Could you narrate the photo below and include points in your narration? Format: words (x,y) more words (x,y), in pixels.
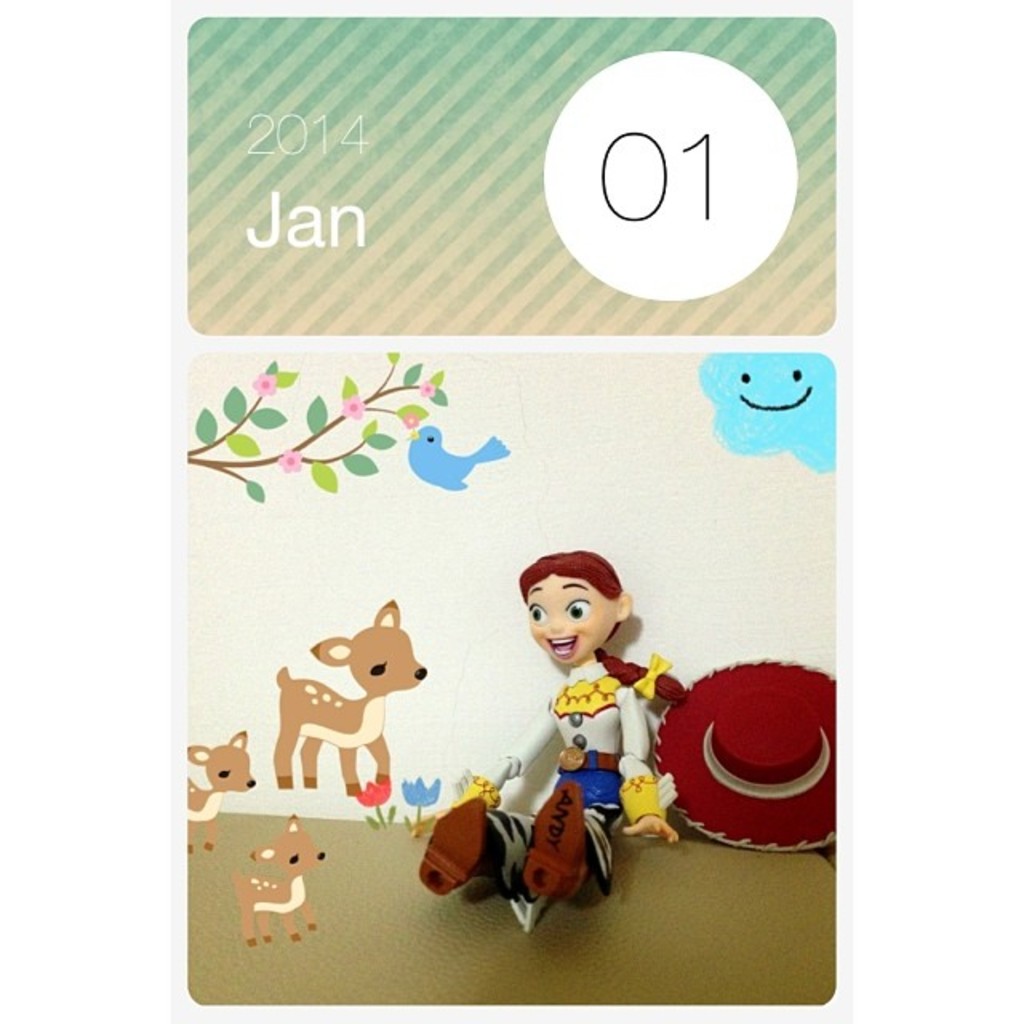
In this picture we can see a poster (648,449), there are cartoon images (553,612) of deer (290,757), a person (633,726) and a cap (679,739) at the bottom (643,718), on the left side (284,450) there is a bird (428,462), a branch (404,413) of a tree (300,454) and flowers (300,454), we can see some text (306,220) and numbers (603,188) at the top of the picture (265,221).
